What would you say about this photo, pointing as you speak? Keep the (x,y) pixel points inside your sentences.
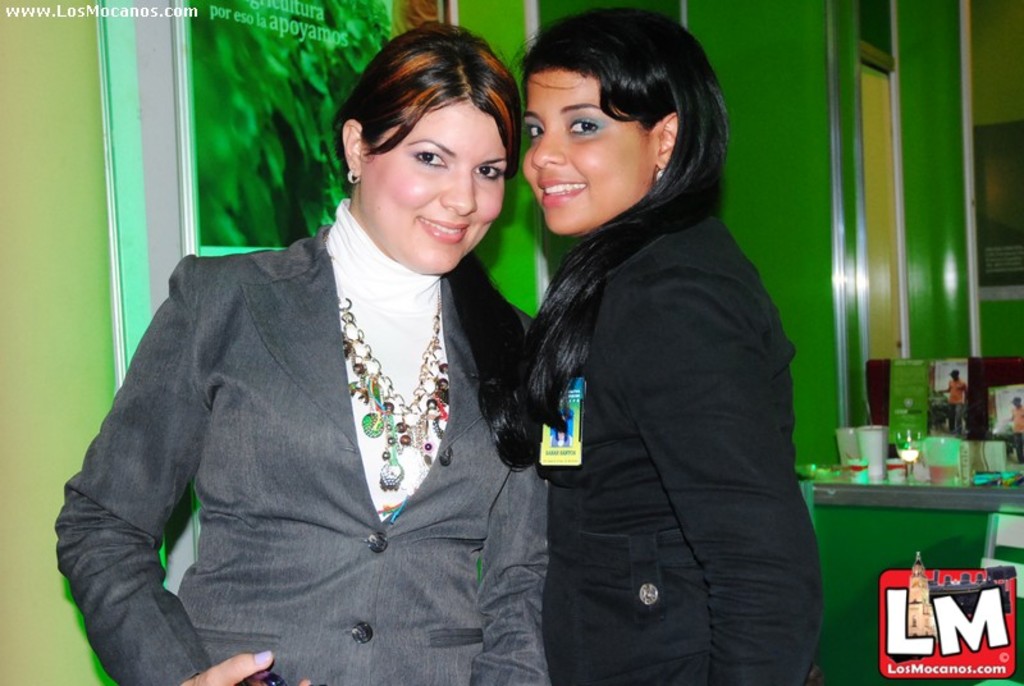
In this picture I can see two persons (433,199) standing and smiling, there are cups (877,445) and some other objects (877,413) on the table (998,493), and in the background (1001,170) there are frames (979,238) attached to the wall (1020,354) and there are watermarks (926,582) on the image.
